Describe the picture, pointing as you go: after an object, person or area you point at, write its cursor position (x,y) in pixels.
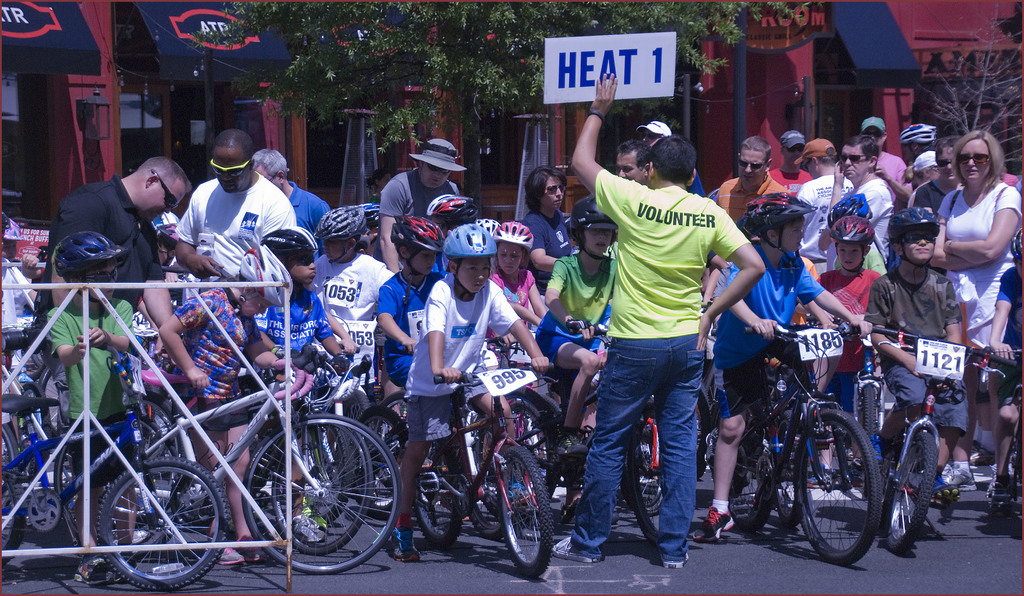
In this image we can see children (722,405) sitting on the bicycles (378,408) and people (542,213) are standing on the road (699,507). In the background (332,106) there are buildings (185,89), trees (947,83) and grills (141,349).
